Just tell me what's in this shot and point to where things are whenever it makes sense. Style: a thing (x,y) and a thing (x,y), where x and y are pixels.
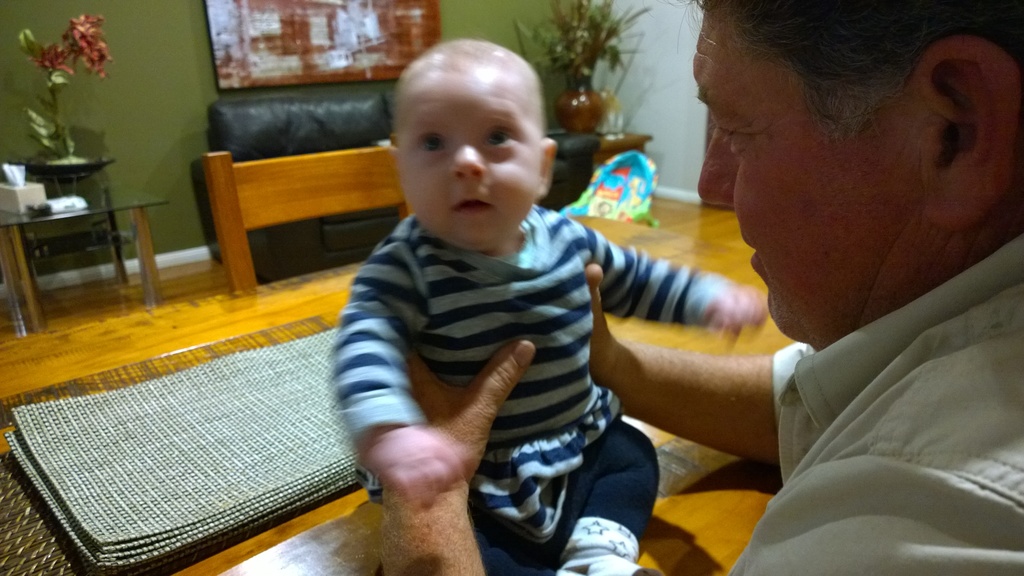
This image is clicked inside a room (171,91). To the left corner (164,199) there is a table (56,217) and on it there are tissues (26,184) and flower vase (58,147). To the right corner of the image (880,399) there is a man (848,366) holding a kid (501,300) in his hand (501,356). The kid (447,333) is sitting on a wooden table (296,541) and there is a chair (245,192) beside it. Behind the table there is a couch (317,124) and above it there is picture frame (304,31) hanging on the wall (333,92). To the other side of the couch (578,132) there is another table (606,139) and flower vase (583,82) placed on it. In the background (622,186) there is a bag (626,174) and wall (128,85).
